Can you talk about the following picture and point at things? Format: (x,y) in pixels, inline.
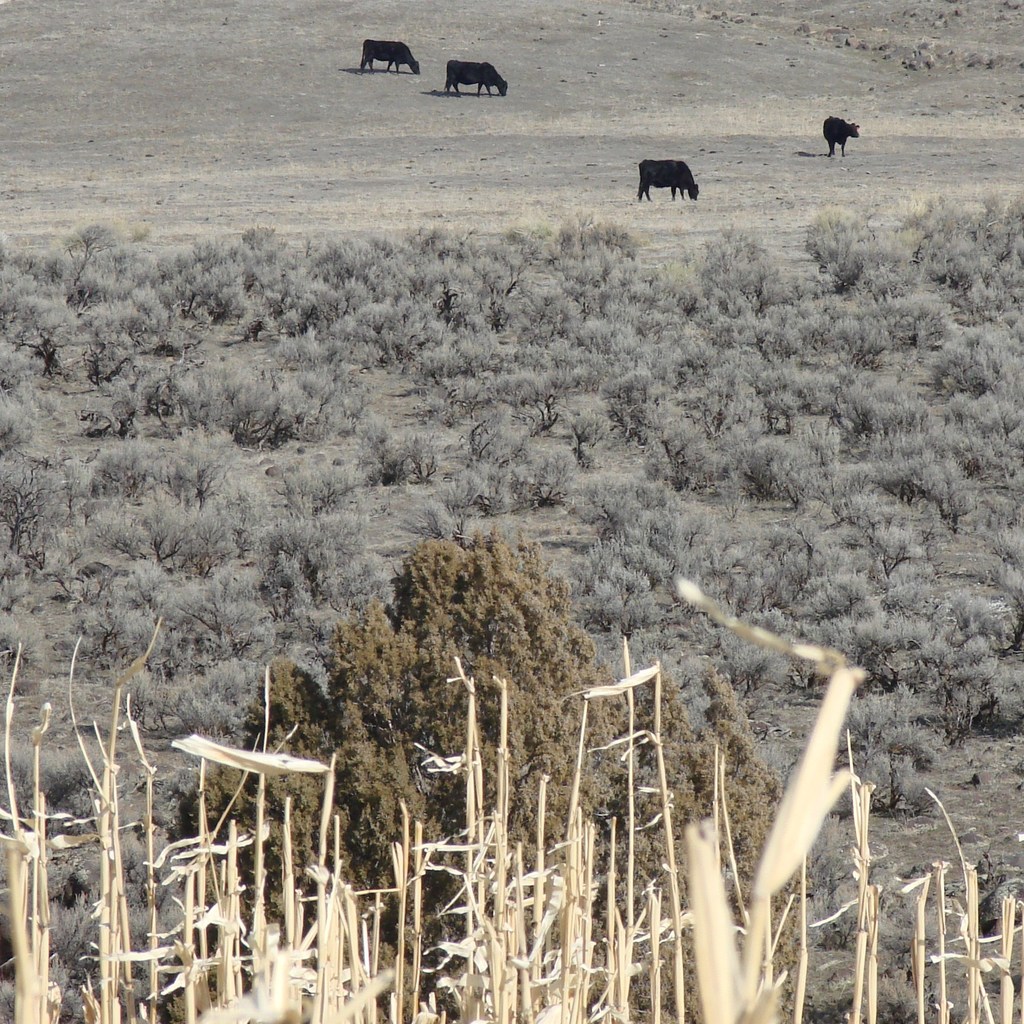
In this image we can see small plants (237,896), trees (442,648) and a few animals (390,56) on the ground (516,80).
